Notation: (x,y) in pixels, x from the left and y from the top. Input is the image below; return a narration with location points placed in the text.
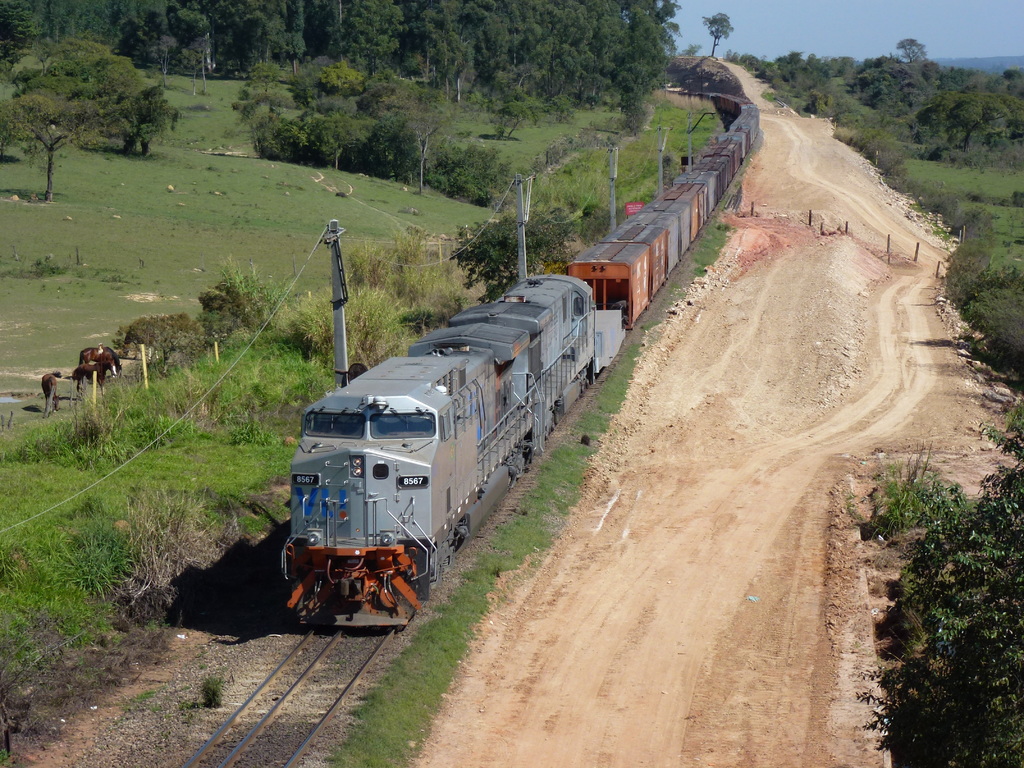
In this picture we can see a train (326,415) on the railway track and on the left side of the train (499,328) there are electric poles (336,293) with cables (224,377) and on the path (66,385) there are some animals (98,380). On the right side of the train (681,177) there are trees (1003,745) and behind the train (647,247) there is sky (866,38).
